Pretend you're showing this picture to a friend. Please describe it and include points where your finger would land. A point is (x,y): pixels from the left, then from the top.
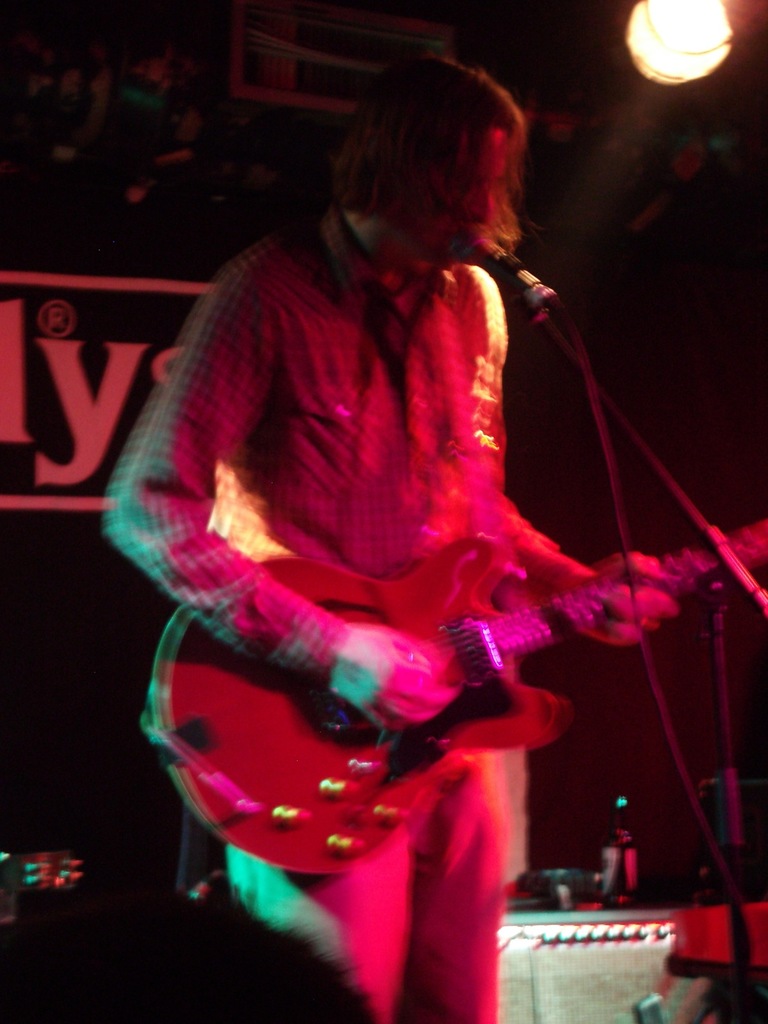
In this image I can see a person (294,921) standing and holding a musical instrument (303,747). The person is singing in front of the microphone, background I can see a board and a light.
